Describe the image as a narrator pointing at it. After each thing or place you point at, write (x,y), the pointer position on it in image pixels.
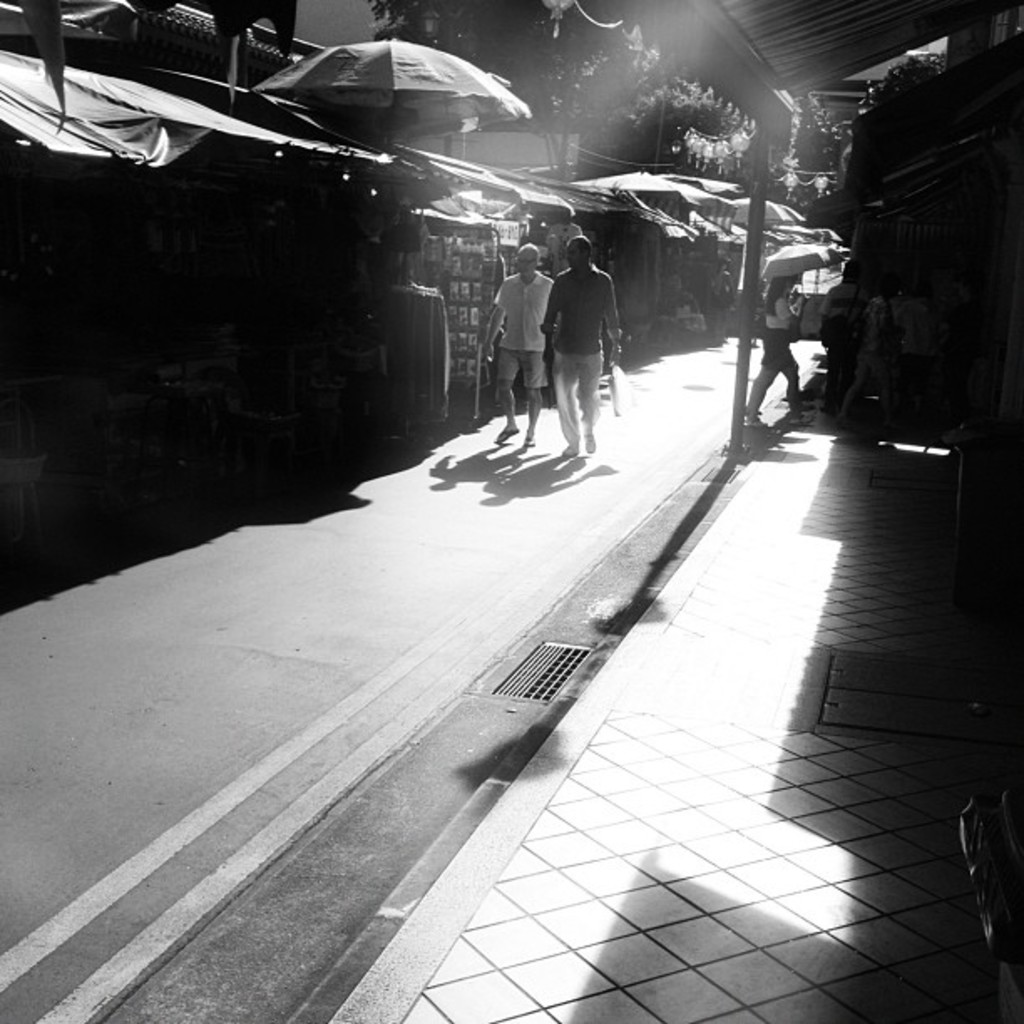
In this picture there are two men (523,302) who are walking on the road (543,527). Beside them we can see a shop (415,212) and umbrella (308,73). In the back (908,79) we can see trees (898,88) and building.
